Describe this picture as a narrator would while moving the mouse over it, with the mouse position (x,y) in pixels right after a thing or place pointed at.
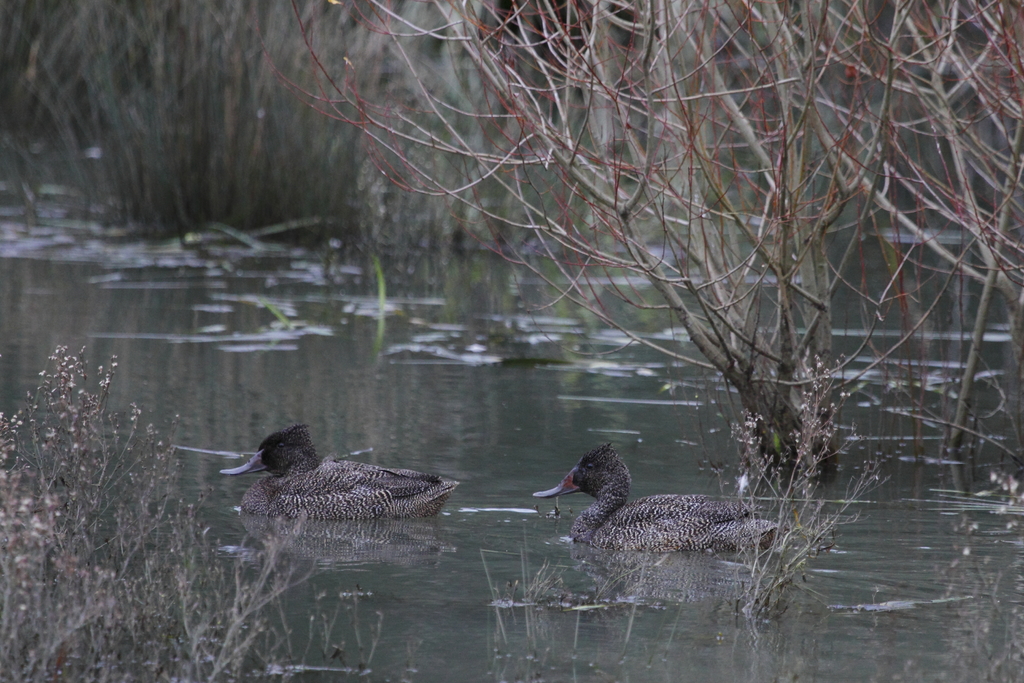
In the picture we can see water (523,533) near it, we can see some plants (88,495) and two ducks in the water (6,383) and in the background (126,218) also we can see some water plants (44,149).
